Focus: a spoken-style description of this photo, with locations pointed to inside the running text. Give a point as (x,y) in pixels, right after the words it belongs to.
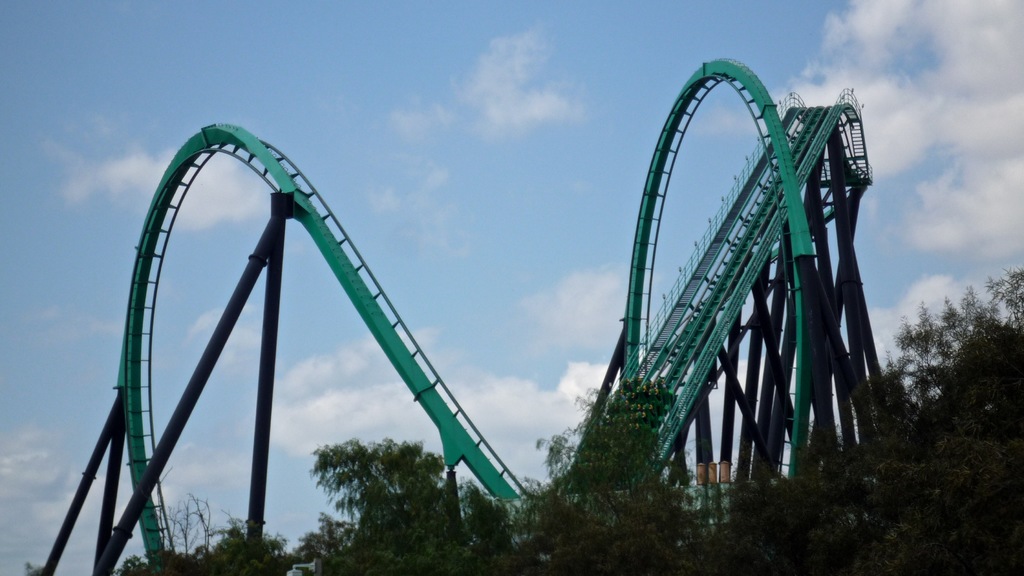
In this picture I can see a roller coaster (847,173) and some trees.
